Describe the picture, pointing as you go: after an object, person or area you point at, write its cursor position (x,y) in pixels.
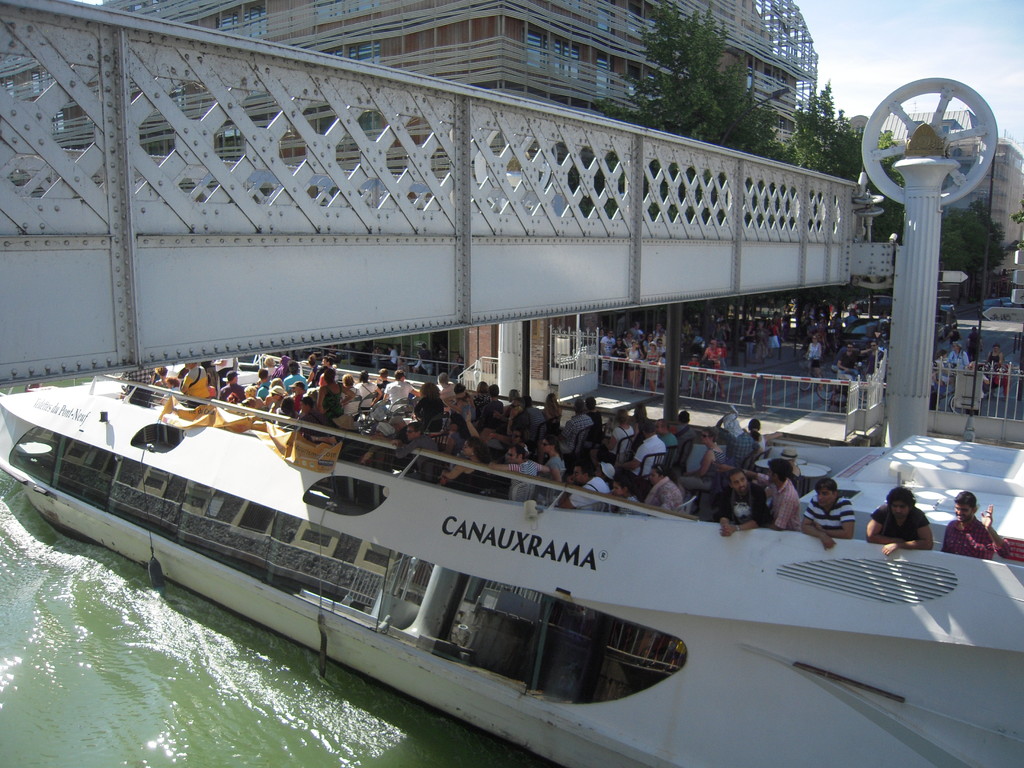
In this picture there are people (434,399) in a ship (385,503) and we can see banner (329,449), water (58,670), bridge (481,281), wheel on a pillar (929,179), pole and fence (784,393). In the background of the image (1016,237) we can see people (768,327), trees (684,22), buildings (792,79) and sky (901,47).
